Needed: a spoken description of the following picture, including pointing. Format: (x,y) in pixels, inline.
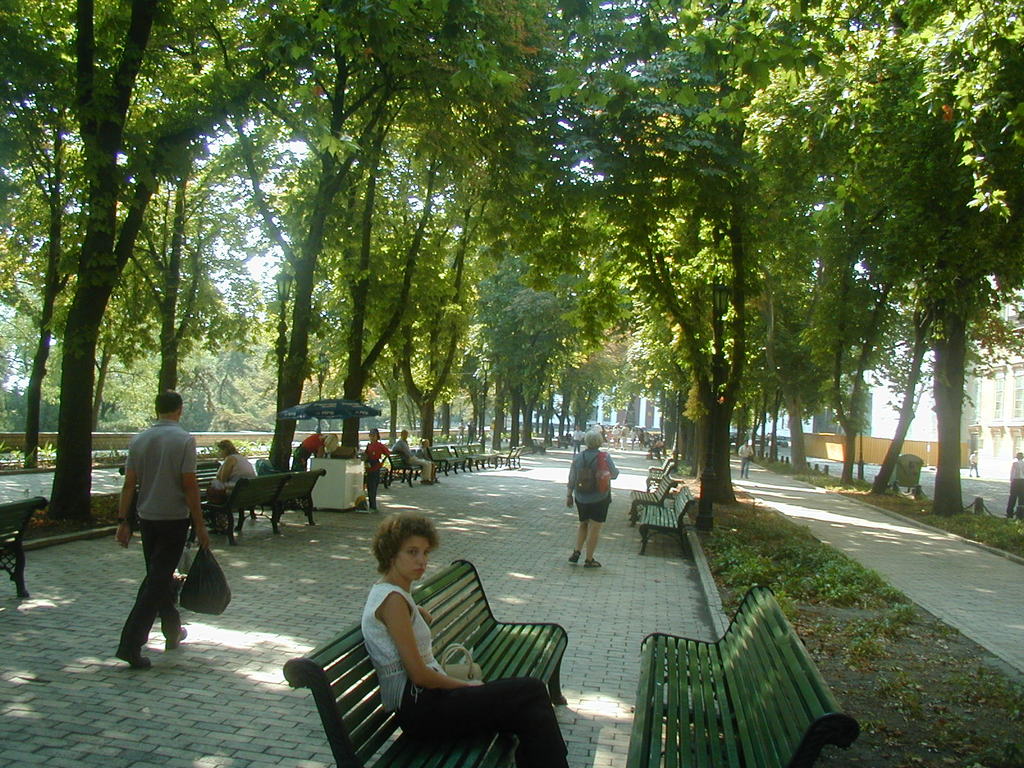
Few persons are standing and few persons (387,588) are sitting on the benches (479,659), this person (163,502) walking and holding cover (183,583). On the background (573,229) we can see trees (948,485), building (974,447), benches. plants (862,488).
